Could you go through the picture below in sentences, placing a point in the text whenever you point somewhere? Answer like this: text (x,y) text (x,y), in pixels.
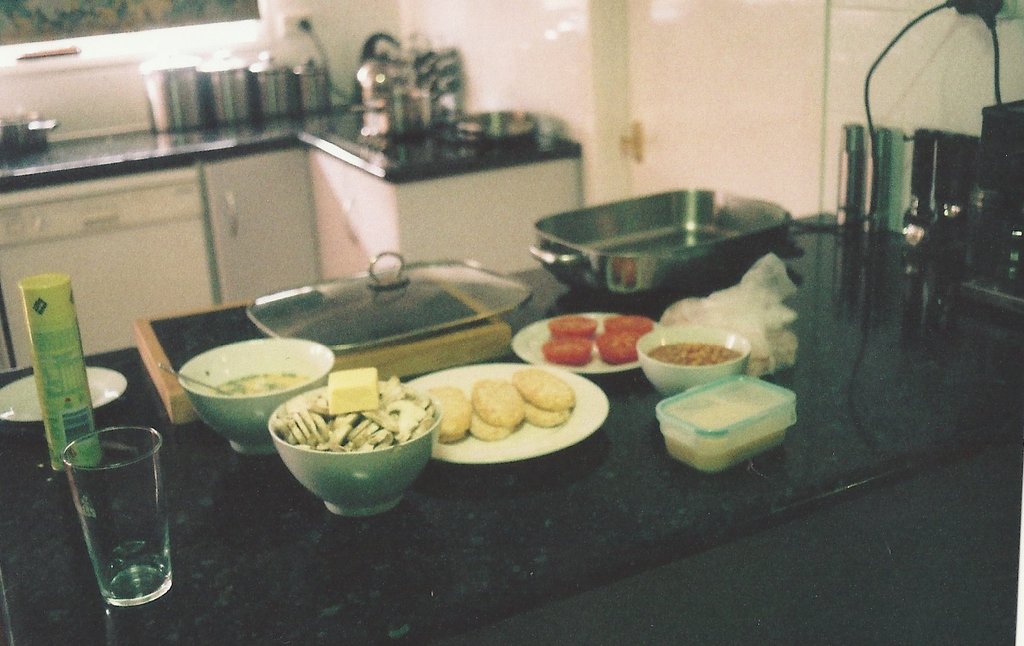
This image is clicked in the kitchen (600,264). In the front (107,502), we can see bowls (284,345), plates (103,379) and a glass (142,490). In the background (358,194), there are cupboards (262,192) and some kitchen utensils (451,99). On the right (745,108), there is a door (736,155).
